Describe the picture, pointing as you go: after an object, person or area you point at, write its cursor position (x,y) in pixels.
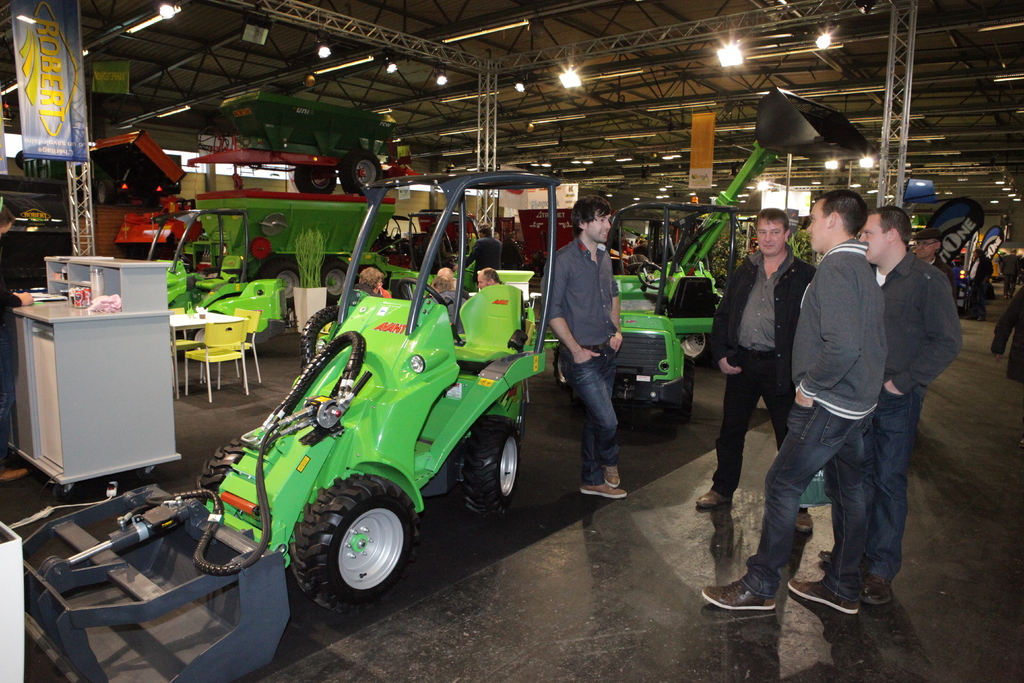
In this image we can see a shed (474,42) with iron rods (496,75), lights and pillars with rods (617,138). And there are many vehicles (395,342) inside the shed (713,427). Also there are people (783,359). And there are chairs (213,325). Also there are banners (95,90). And there is a cupboard (53,412). On that there are few items (86,292).
